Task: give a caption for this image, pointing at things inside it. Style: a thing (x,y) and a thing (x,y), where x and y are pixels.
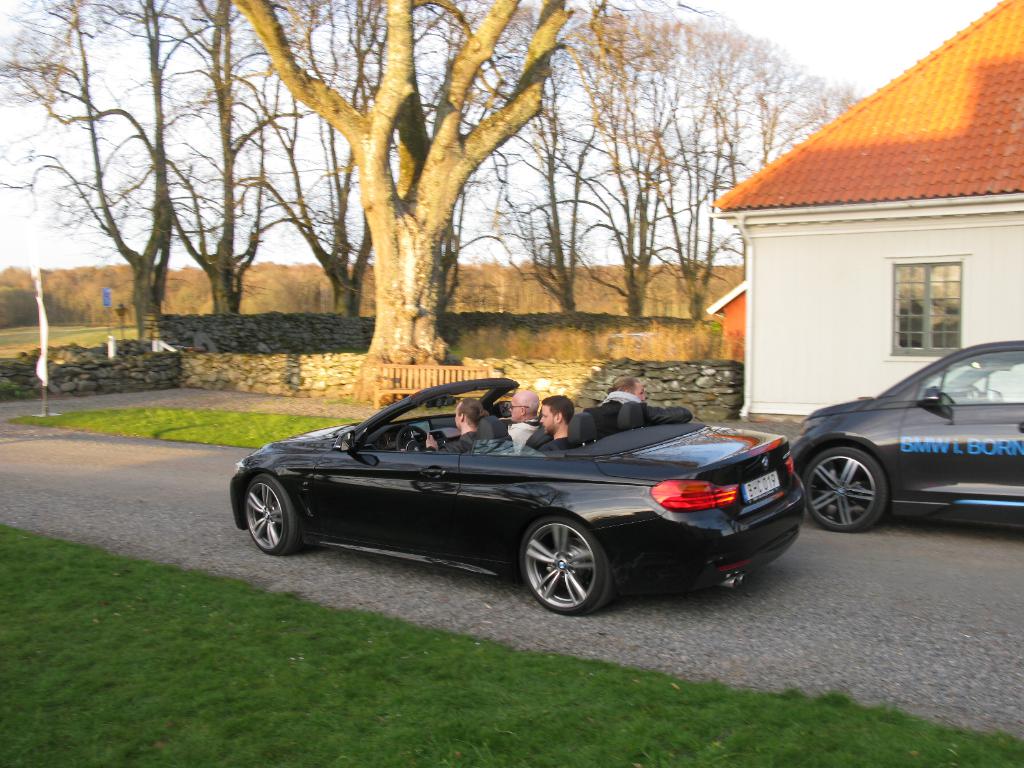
There are people (460,442) sitting in a car (508,425) and we can see cars (916,394) on the road (531,642) and we can see grass (171,662), house (844,269) and bench (448,378). In the background (535,351) we can see trees (209,266), wall (208,370), plants (172,278) and sky (585,133).
